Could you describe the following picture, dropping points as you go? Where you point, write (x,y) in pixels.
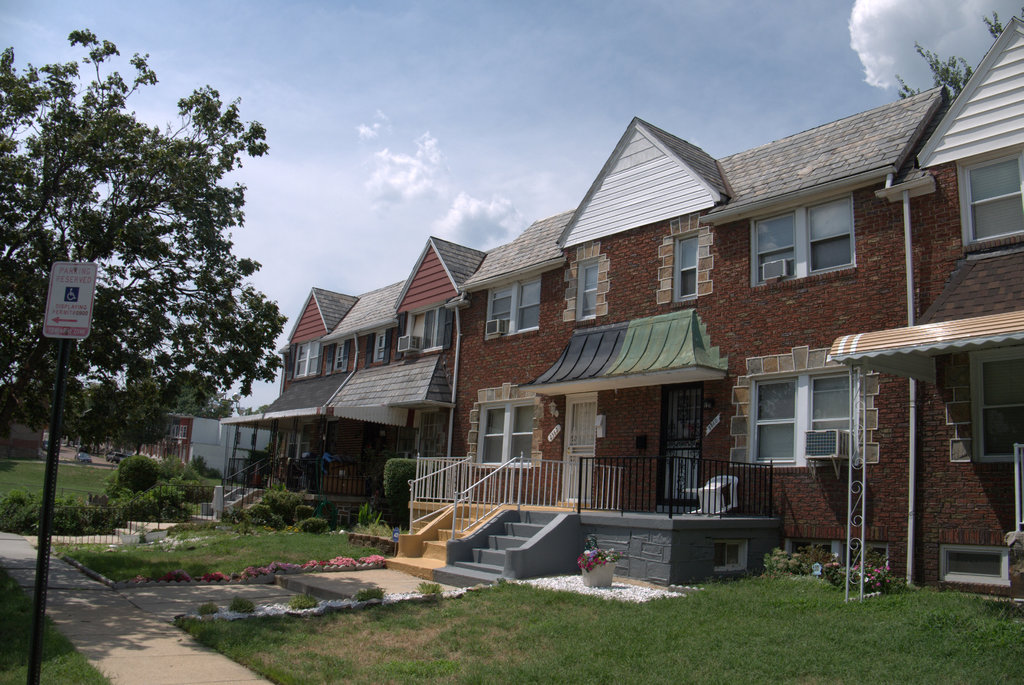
In the foreground of this image (122,643), there is a path (49,602), a sign board (44,619) and the grass (440,660). In the middle (645,450), there are houses (548,468), stairs (576,527), plants (591,565) and a tree (230,263). On the top (576,56), there is the sky (796,67) and the cloud (858,41).
